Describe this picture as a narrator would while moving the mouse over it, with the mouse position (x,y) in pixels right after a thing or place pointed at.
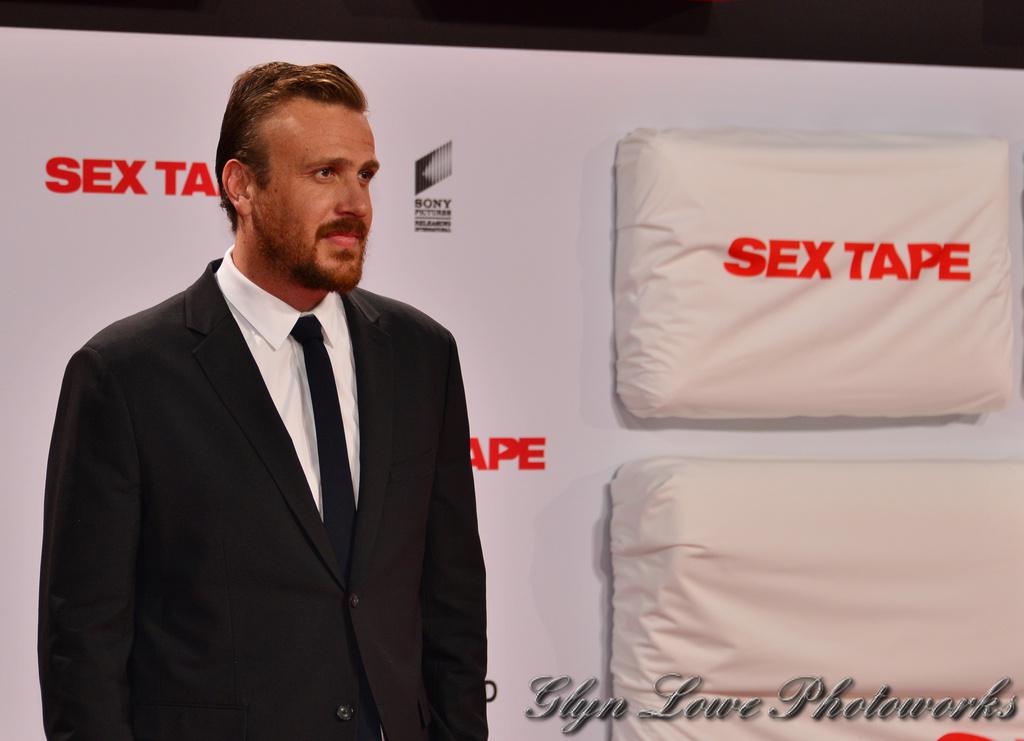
In this image there is a man (260,380) wearing black suit (278,464), white shirt (299,351) and tie (319,362). in the background (537,305) there is a banner (609,392). This is a cloth material (751,395). At the bottom (690,703) few texts (782,694) are there.
